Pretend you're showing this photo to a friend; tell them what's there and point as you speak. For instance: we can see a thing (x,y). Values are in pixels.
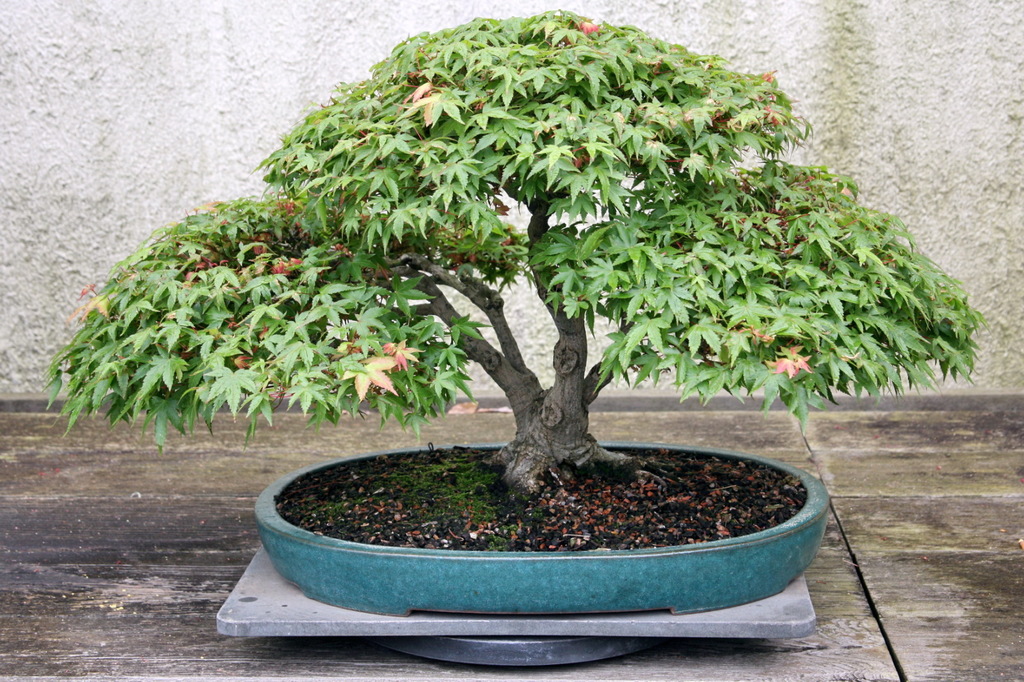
As we can see in the image there is a pot (294,525) in which there is a mud (562,490) and a bonsai (518,396) is planted and at the back (517,210) there is a wall (949,85) which is of white colour and the ground (174,553) is in wooden ash colour.
